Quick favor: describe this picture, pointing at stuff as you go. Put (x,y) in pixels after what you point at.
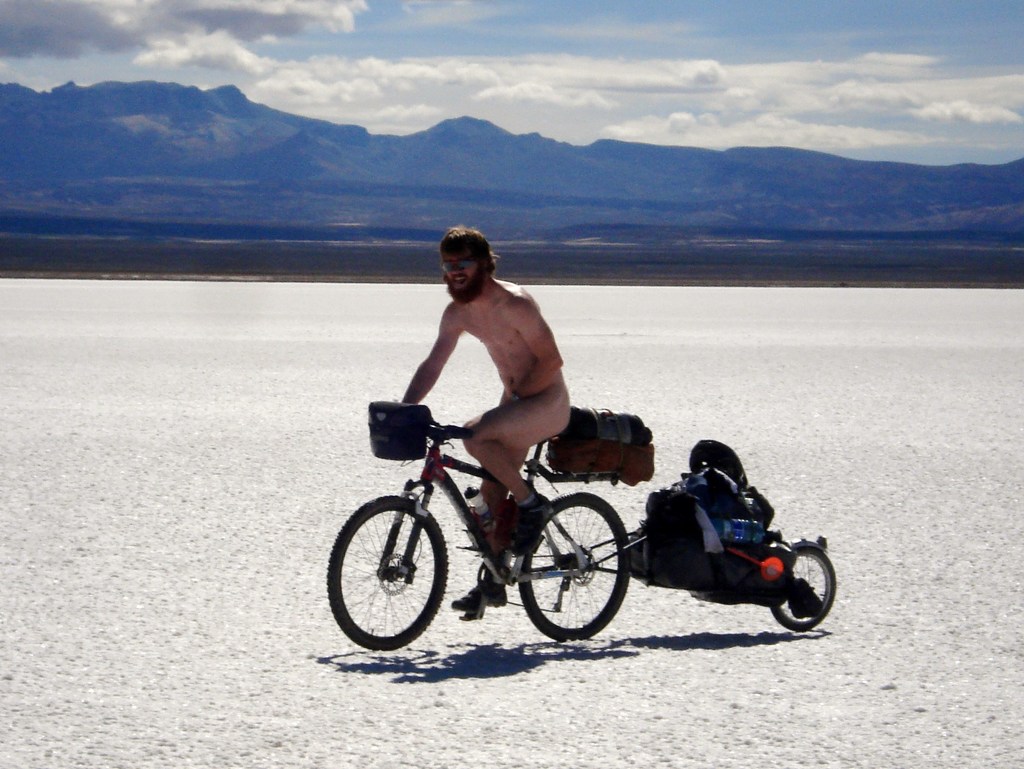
This is the picture of a person (537,509) riding a bicycle (593,507) and have some luggage (714,535) behind him and there are mountains (175,167) and the sky (464,74) in the picture.
